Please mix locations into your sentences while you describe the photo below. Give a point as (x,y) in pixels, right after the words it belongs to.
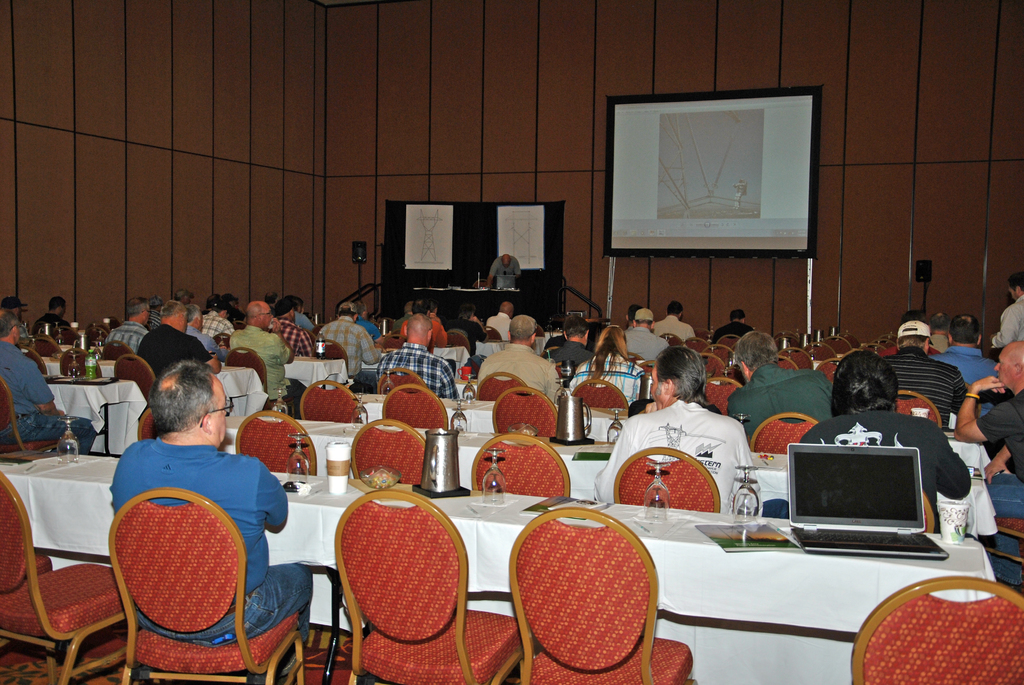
There is a room (643,507). They are sitting on a chair (644,502). In the center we have a person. He is standing in front of table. There is a table (635,521). There is a laptop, paper (600,447), glass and jar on a table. We can see in the background (512,184) there is a wall (503,197).
